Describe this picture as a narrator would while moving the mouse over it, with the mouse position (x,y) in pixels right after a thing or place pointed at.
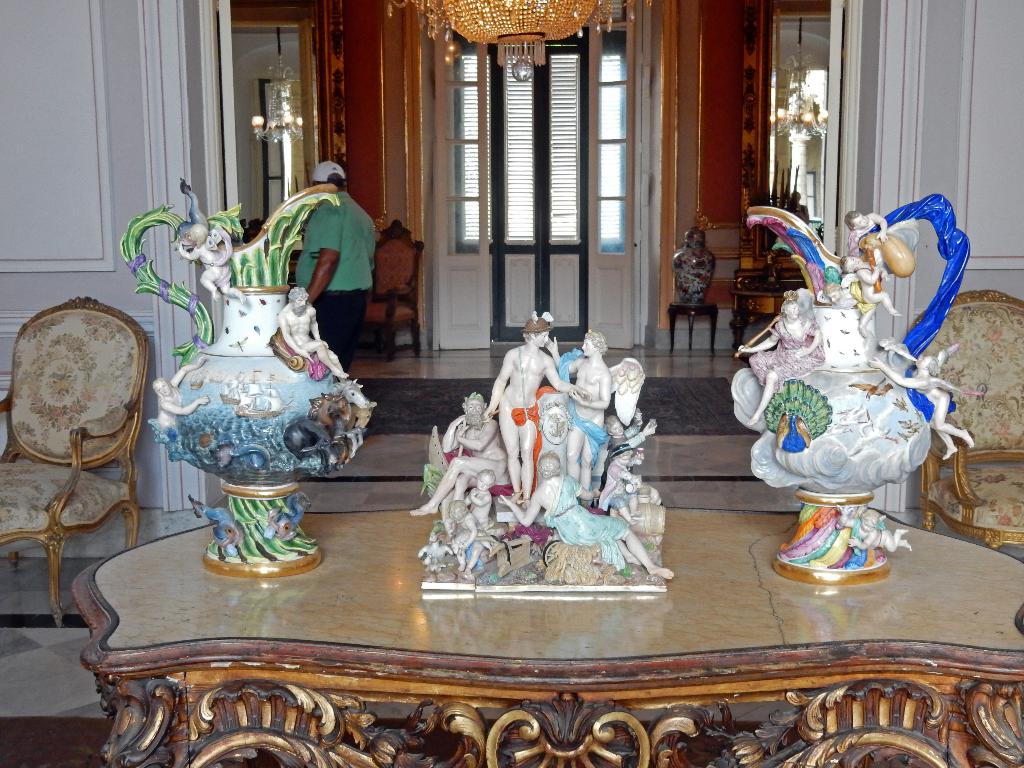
In this image i can see flower pots (212,460) on the table (489,637) and a statue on the table (590,633), at the back ground (961,416) i can see two chairs (13,398), a man (306,232) standing wearing a green shirt (348,257) and a black pant (358,291) and white cap (342,173), a chandelier (481,6) at the top (517,16), a window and a door (468,114).
